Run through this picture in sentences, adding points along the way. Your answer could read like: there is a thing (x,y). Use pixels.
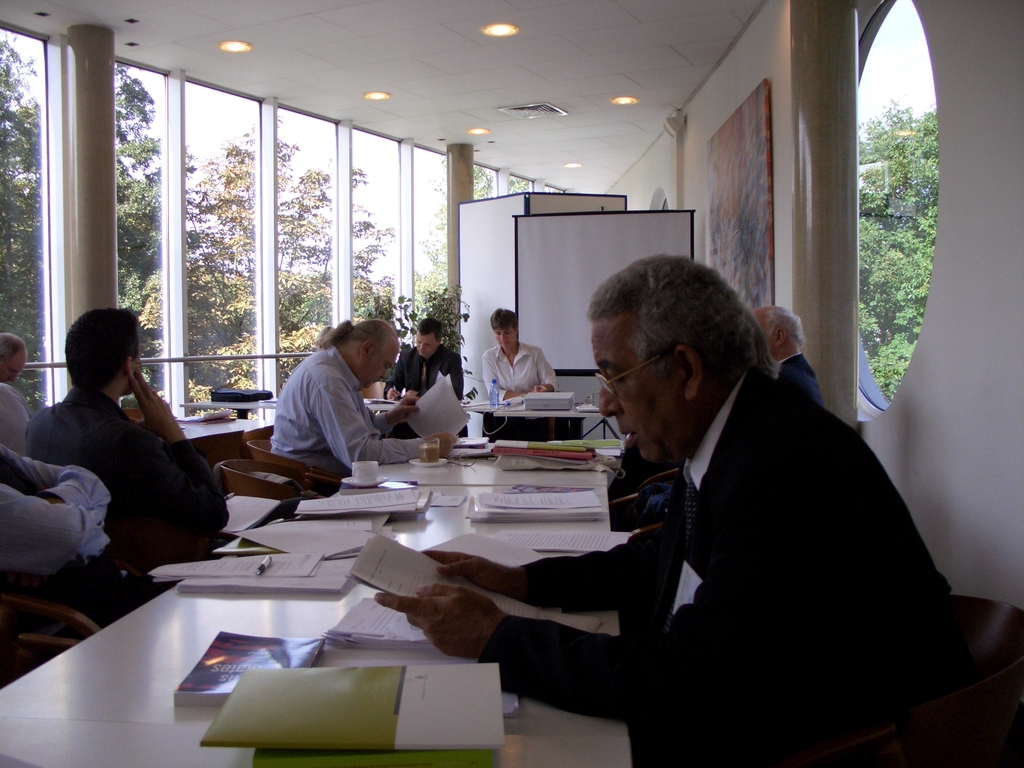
Some people (344,327) are sitting in chairs (40,605) at tables (505,738) with some papers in their hand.
